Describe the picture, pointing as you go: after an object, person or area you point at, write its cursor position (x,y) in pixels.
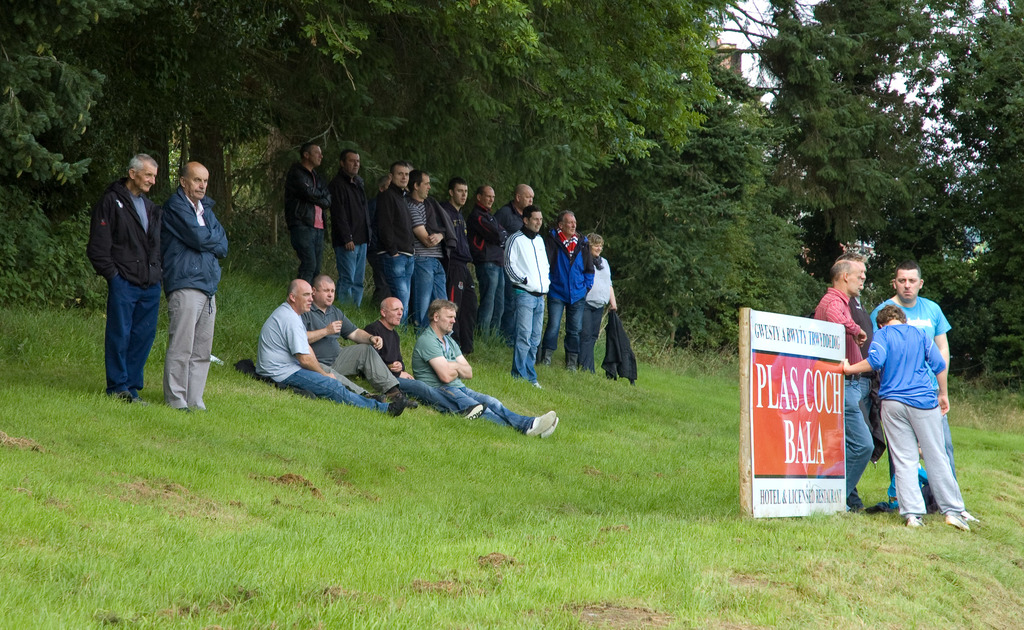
In this picture, we see many people (434,249) are standing. We see four men (403,393) are sitting on the grass (470,504). On the right side of the picture (908,361), we see four men (886,380) are standing beside the board (826,412). This board (802,425) is in white and red color with some text (785,430) written on it. At the bottom of the picture (480,555), we see the grass (499,563). There are trees (634,146) in the background (754,194).
